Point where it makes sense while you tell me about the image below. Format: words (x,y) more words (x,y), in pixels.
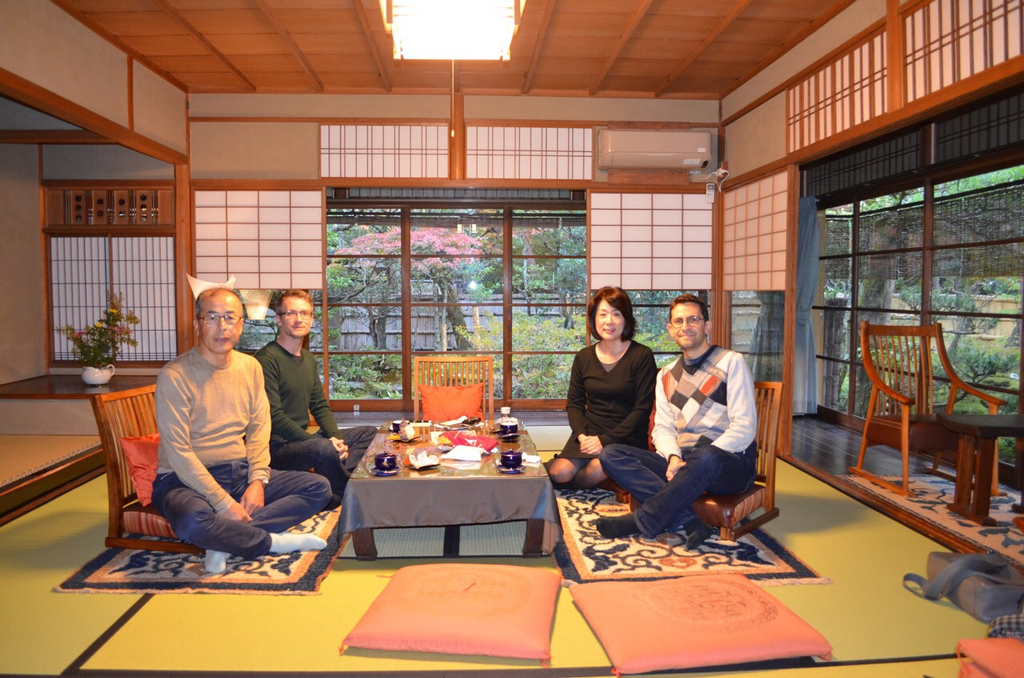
Here we can see four persons (617,478) are sitting on the chairs (154,425). This is floor (857,604) and there is a table (477,516). On the table (450,435) there is a bottle (511,424), and a cup (380,465). On the background (444,334) there is a glass (522,244) and this is plant (104,351). Here we can see a light (514,7) and this is ac (613,162). And there are some trees (569,242).
